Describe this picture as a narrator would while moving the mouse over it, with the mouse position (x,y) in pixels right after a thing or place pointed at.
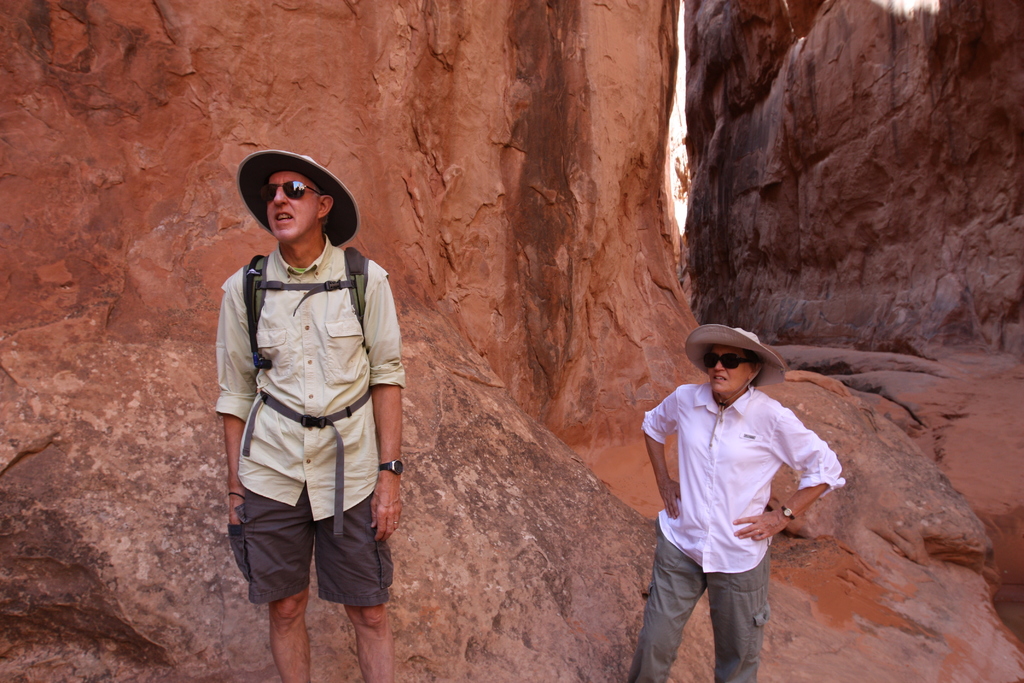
In this picture there is a woman (704,577) and a man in the center of the image (390,361), on a rock (535,358).
